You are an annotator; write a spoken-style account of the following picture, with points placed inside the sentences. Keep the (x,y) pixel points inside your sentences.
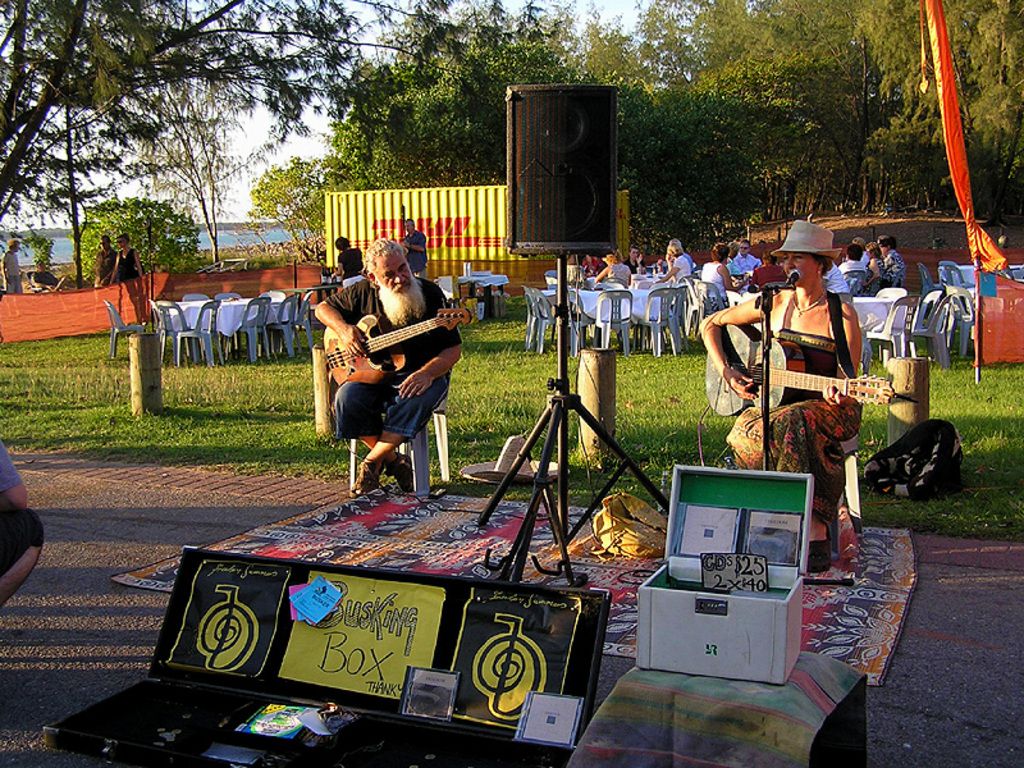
At the top (252,139) there is a sky (360,40). These are trees (397,106). We can see persons (128,267) standing and walking on the grass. We can see all the persons (759,266) sitting on chairs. Here on the platform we can see a women (828,330) and a man (418,354) sitting on the chairs (440,398) and playing guitars (806,384). This is a speaker (584,231). This is a mat (539,546). Here we can see boxes (712,638).
